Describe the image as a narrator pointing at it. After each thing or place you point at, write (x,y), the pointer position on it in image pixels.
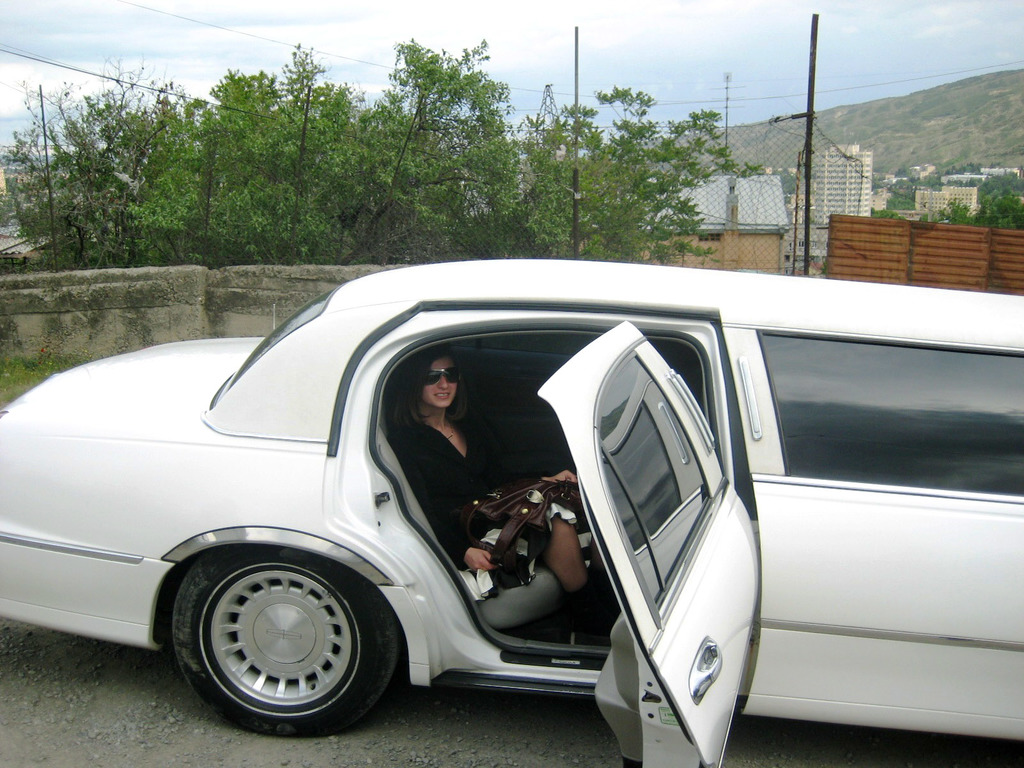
There is a woman (417,448) inside a car (561,381). Here we can see trees (422,225), poles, wall (142,313), buildings (729,259), and a mountain (881,144). In the background (590,42) there is sky (526,48).
